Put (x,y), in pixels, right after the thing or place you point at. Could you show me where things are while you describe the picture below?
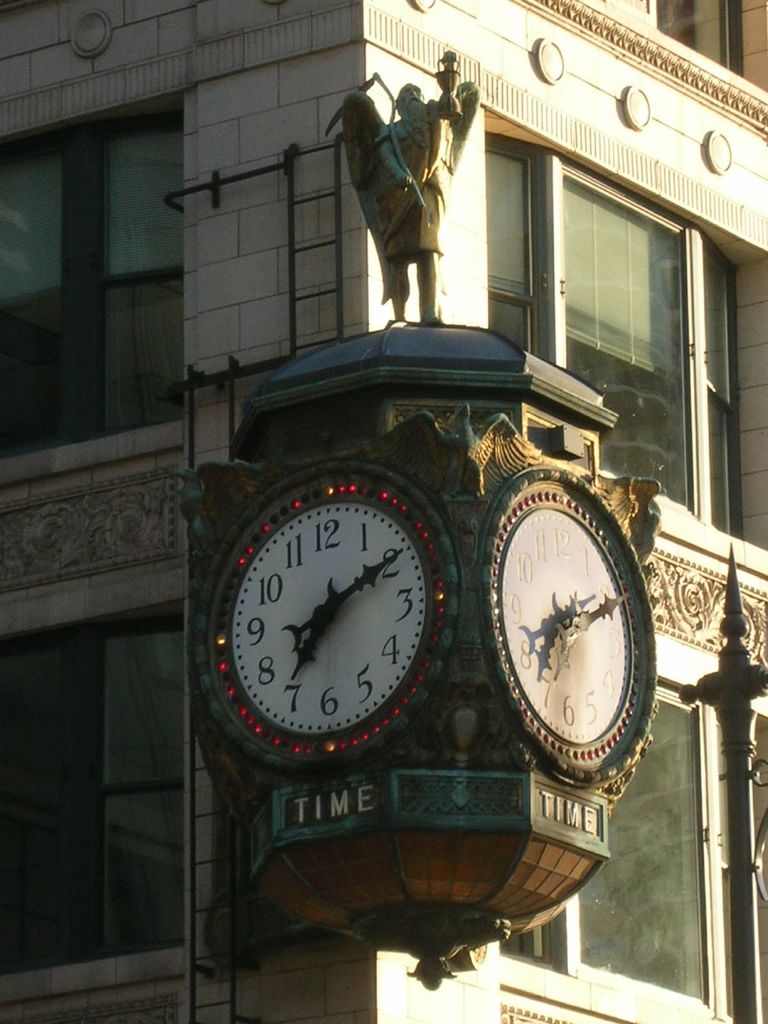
In this image we can see clocks (397,603) and a statue (408,206) on it. In the background (127,183) we can see buildings (654,579) with mirrors (152,398).
